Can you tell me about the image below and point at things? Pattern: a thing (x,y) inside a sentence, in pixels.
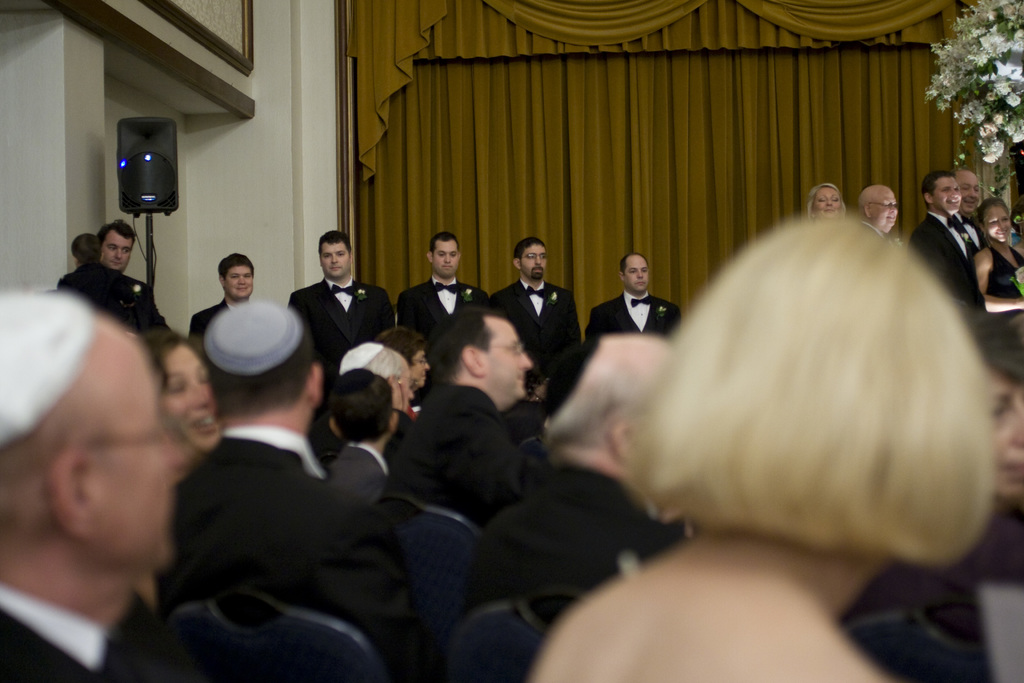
In this image there are people (506,528) sitting on chairs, in the background (528,319) few people (634,307) are standing and there is a curtain (417,159) speaker (132,179), in the top right (979,87) there are flowers (989,85).
